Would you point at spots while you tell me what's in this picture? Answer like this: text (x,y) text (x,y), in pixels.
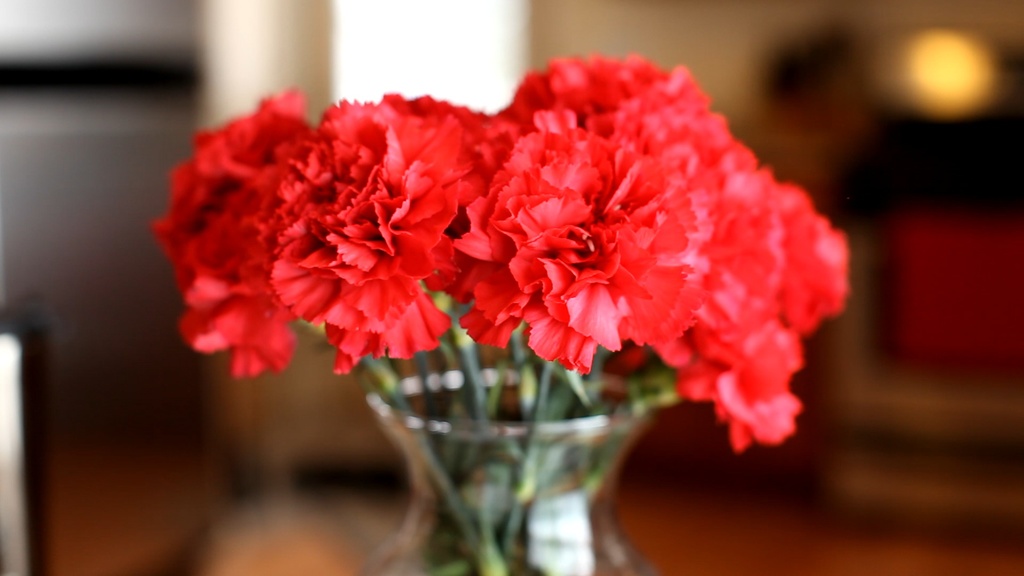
In this image in the foreground (585,111) there are some flowers (505,289) in a glass pot (527,459), and in the background (396,463) there are some objects (803,139), light (980,99), couch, pillow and some other objects (257,398).
